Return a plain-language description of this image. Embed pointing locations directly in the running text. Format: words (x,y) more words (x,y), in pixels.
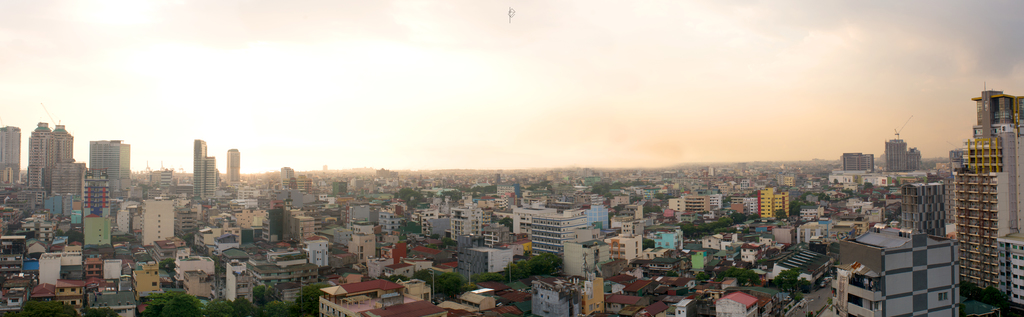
In this image we can see buildings (827,205), roads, skyscrapers (927,222), poles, trees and sky (552,91) with clouds (367,91).
